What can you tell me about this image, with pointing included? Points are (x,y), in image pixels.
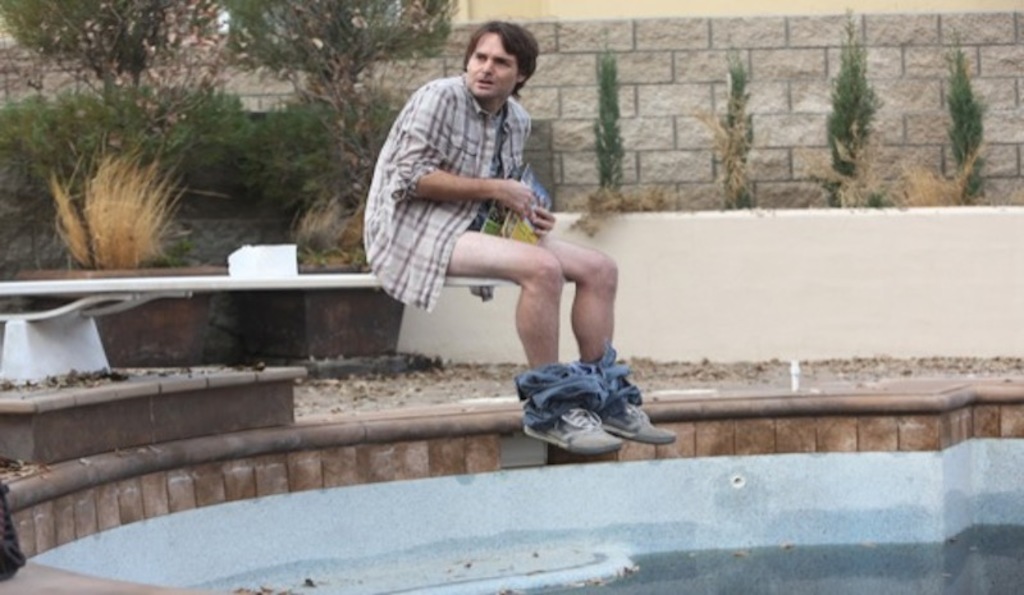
There is water (833,567) in the pool (807,571). A man (437,253) is sitting wearing a shirt (458,217) and holding a book (499,217). There are plants (263,186) and a brick wall (677,117) at the back (667,84).
